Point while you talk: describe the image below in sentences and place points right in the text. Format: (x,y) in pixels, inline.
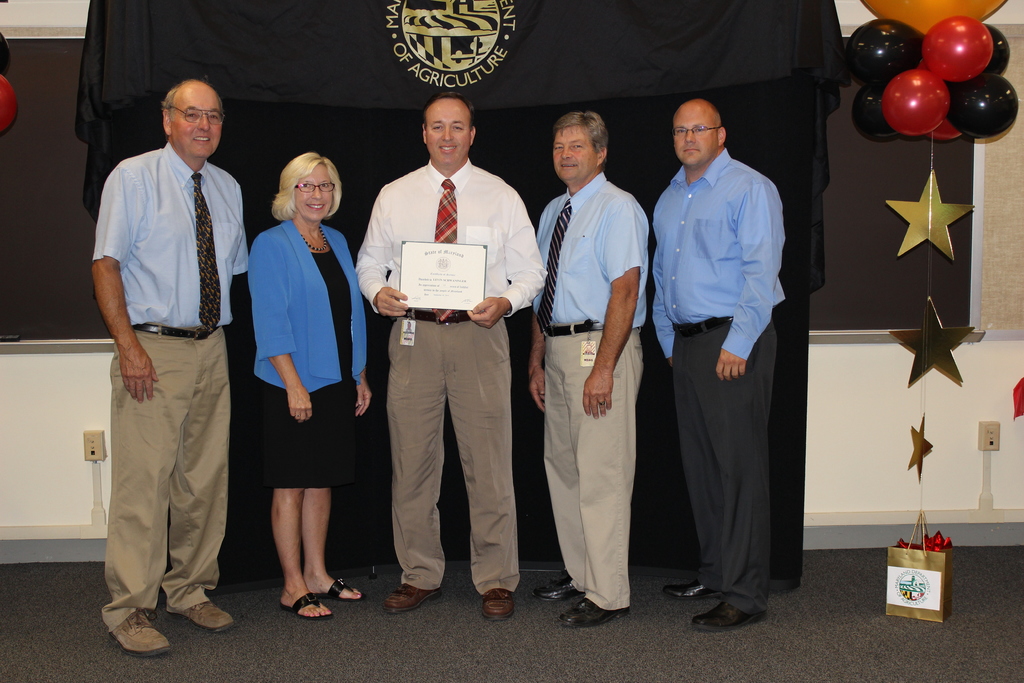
In this image there are five persons (407,386), a person (407,386) is holding an object (434,278), there is a bag (919,582), there are stars (944,349), there are balloons (958,50), there is a cloth (355,53).
